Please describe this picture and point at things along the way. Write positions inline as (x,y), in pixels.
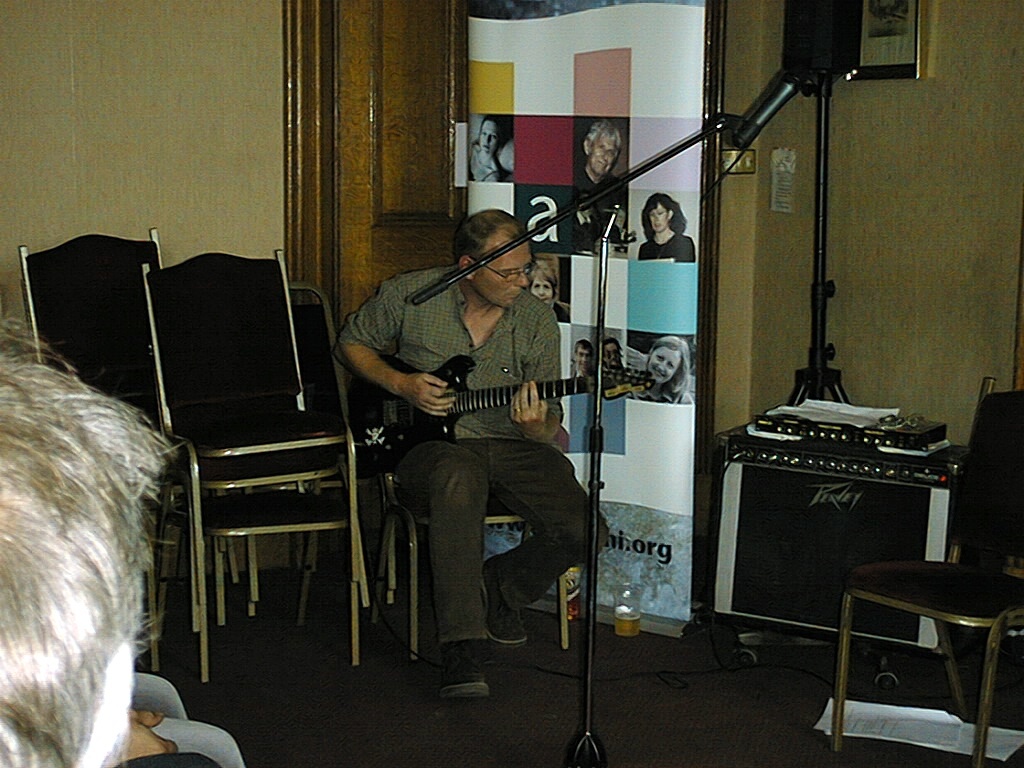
On the left side of the image (52,545) there is hair (51,549) of a person (56,515). Behind that there are few chairs (153,373). There is a man (502,314) sitting on the chair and holding a musical instrument (471,392) in his hand (412,391). Beside him there is a banner (488,554) with images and in front of the banner (487,538) there is a glass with drink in it. Behind him there is a door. On the right corner of the image (946,611) there is a chair (953,695). Beside the chair (976,766) there is a box (833,579) with wheels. Behind the box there is a stand (818,189) with a speaker (841,54). And also there is a stand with mic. In the background (868,85) there is a wall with an object (897,45).
